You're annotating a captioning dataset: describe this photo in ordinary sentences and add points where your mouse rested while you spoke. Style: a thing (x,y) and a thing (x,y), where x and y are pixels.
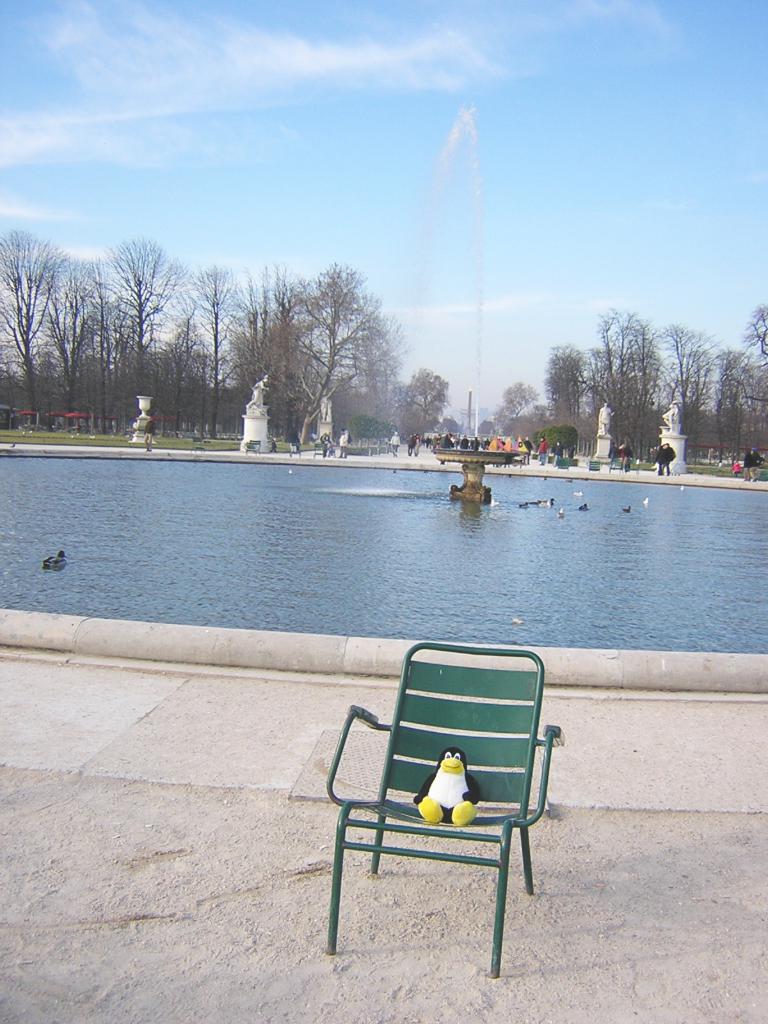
In this image there is the sky (293,148), there are plants (706,368), there are persons (394,436), there is a pond (427,547), there is a fountain (482,362), there is a chair (447,685), there is an object (455,784) on the chair (464,672), there is sand (238,915), there are ducks (59,552) in the pond (526,521).
